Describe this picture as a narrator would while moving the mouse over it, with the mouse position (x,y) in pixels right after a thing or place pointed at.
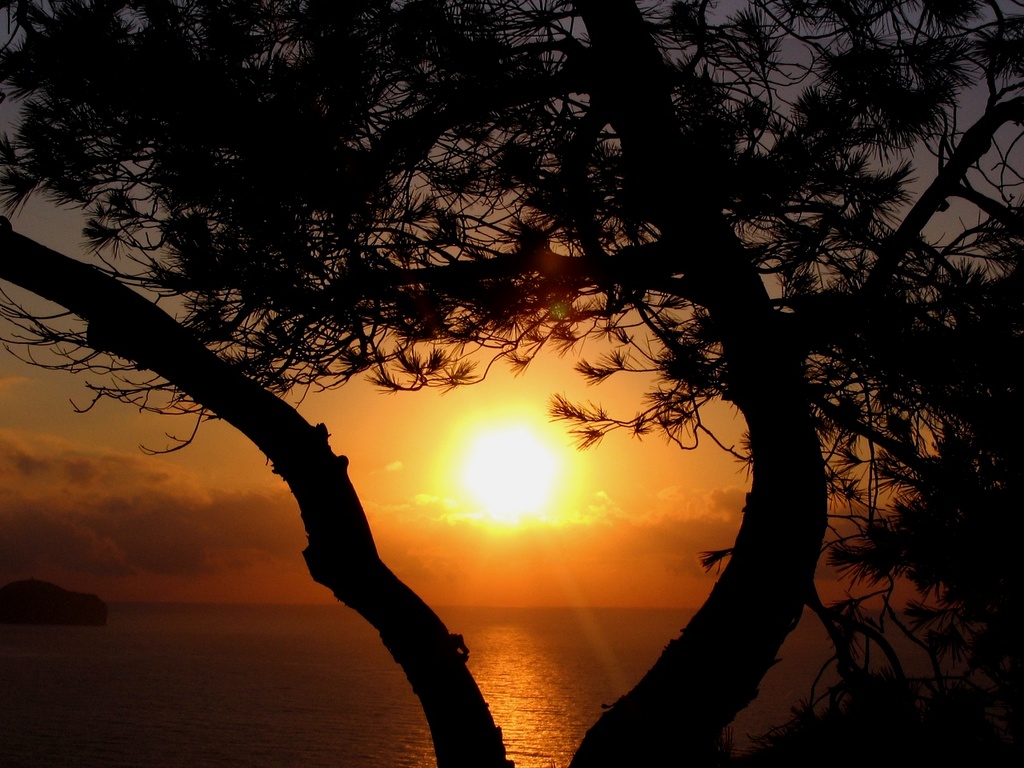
In the foreground of the picture (328,445) there is a tree (530,290). In the center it is a water body (513,668). In the background (426,494) there are clouds (697,534) and sun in the sky (602,453).
